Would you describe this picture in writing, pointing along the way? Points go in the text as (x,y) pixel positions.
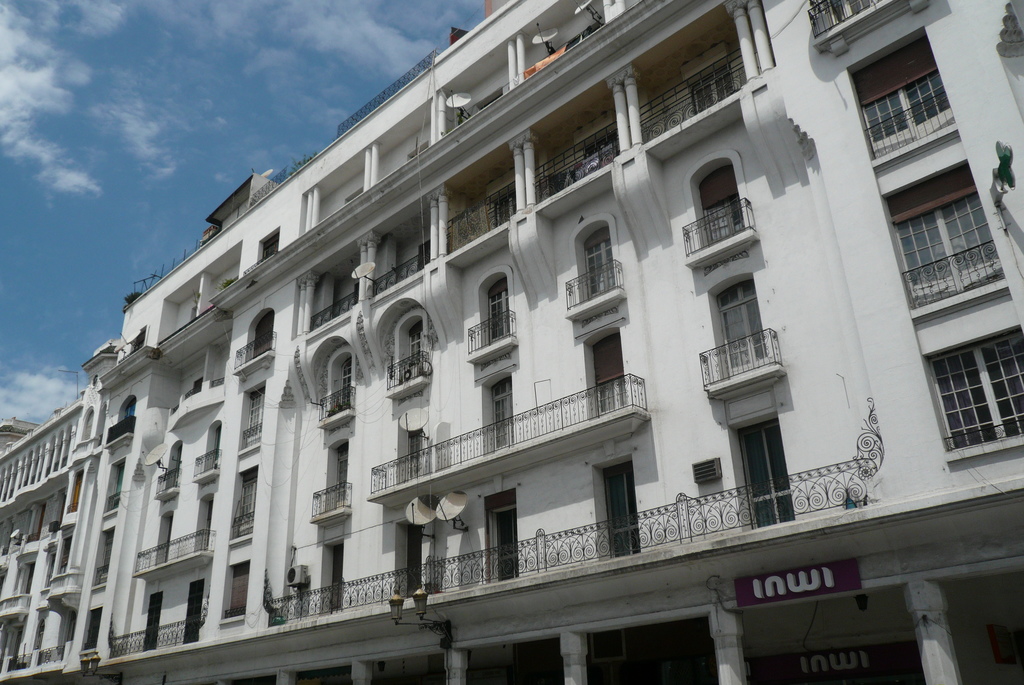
In this image I can see a building (504,402) with some text (766,600) written on it. In the background (224,142), I can see the clouds (301,46) in the sky (66,180).
